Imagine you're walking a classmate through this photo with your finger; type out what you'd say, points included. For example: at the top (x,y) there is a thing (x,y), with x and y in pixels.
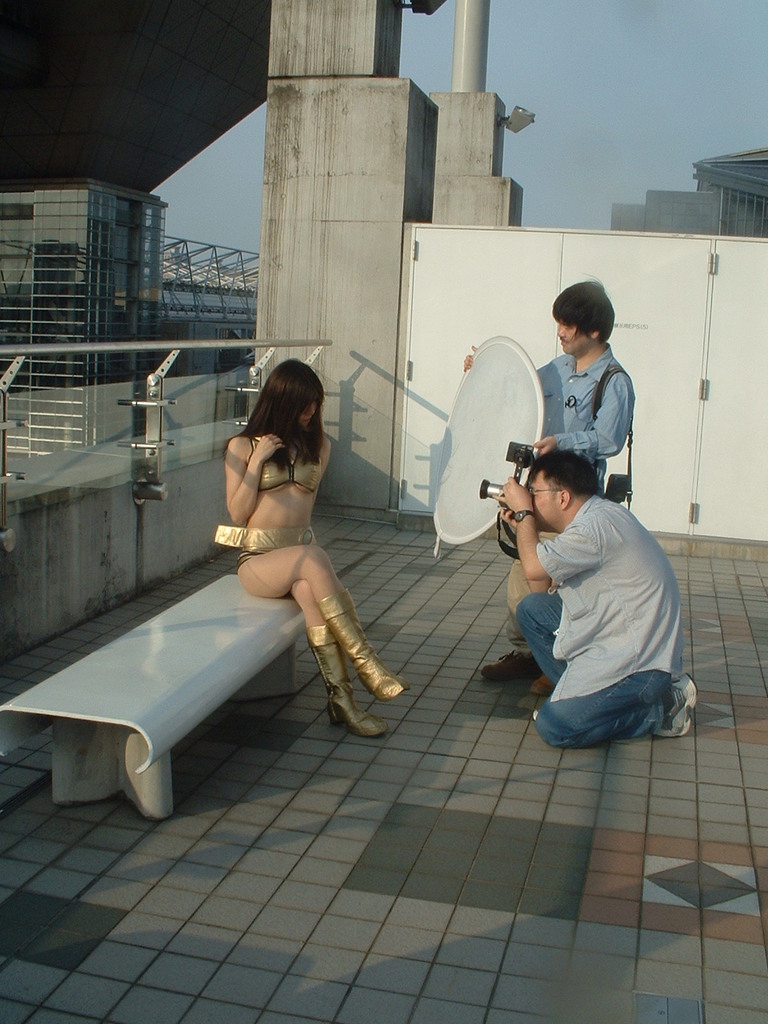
In the middle of the image (475,355) two persons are standing and kneeling and holding something and a woman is sitting on a bench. Behind them there is a fencing (190,441). At the top of the image (322,280) there is sky (704,58) and there are some buildings (151,149).
